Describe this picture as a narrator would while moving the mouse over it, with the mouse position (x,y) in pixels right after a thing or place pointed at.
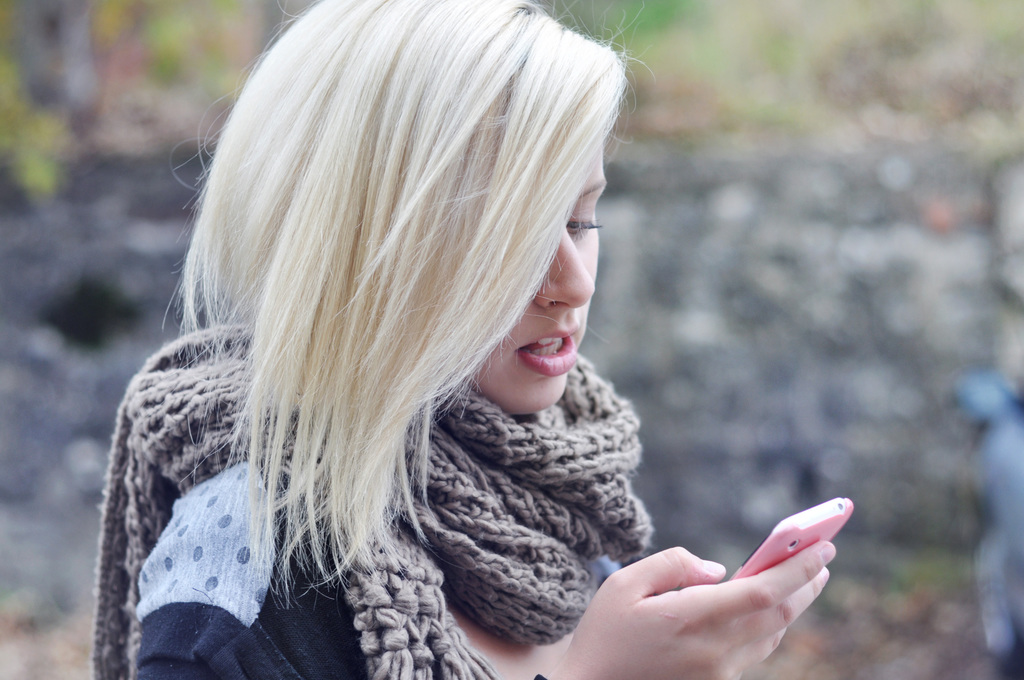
In this image I see a woman (690,647) who is holding a phone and her hair (534,10) is blonde.
